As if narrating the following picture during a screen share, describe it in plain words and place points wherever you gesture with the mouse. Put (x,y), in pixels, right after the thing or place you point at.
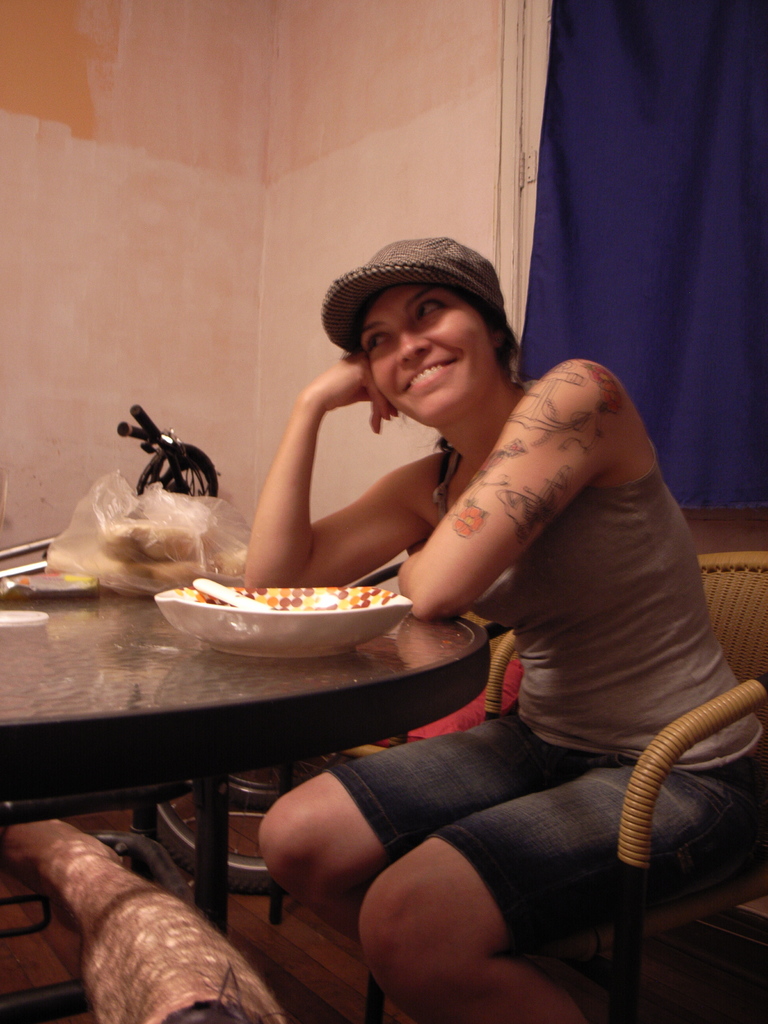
This is the woman (617,612) sitting on the chair (673,760) and smiling. She wore a cap (401,270). T-shirt (612,617) and a short (579,837). This looks like a table (149,697) with a bowl (245,625), bag (135,569) and few other things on it. Here is a curtain (628,199) hanging. This is the wall (154,211). I think this is a vehicle (203,471).
